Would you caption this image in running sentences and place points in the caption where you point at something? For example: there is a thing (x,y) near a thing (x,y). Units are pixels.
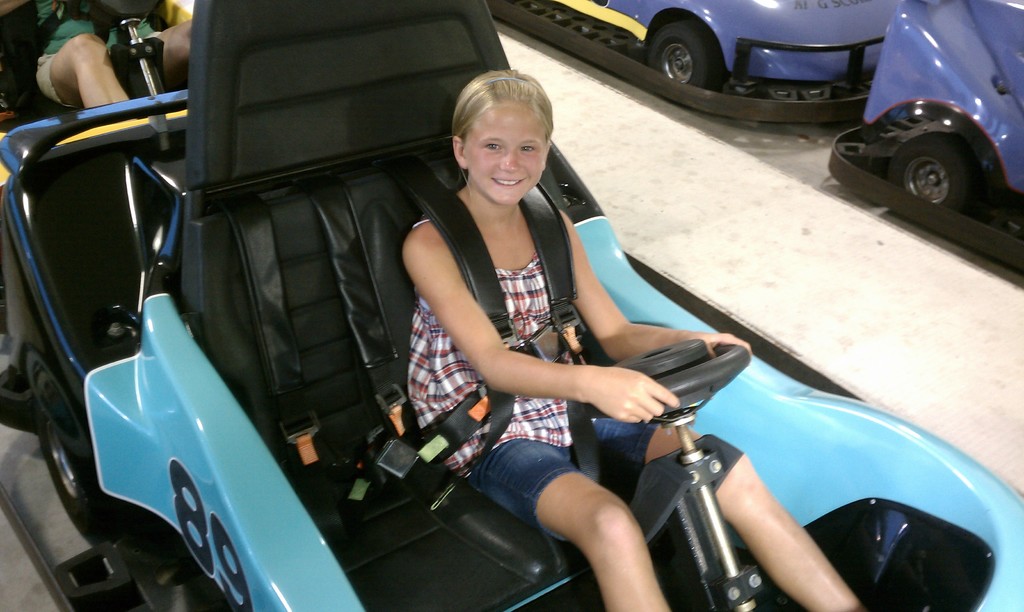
In this image I can see few rides (370,156) and here I can see two persons (516,505) are sitting. I can also smile on her face (490,190) and here I can see something is written.
